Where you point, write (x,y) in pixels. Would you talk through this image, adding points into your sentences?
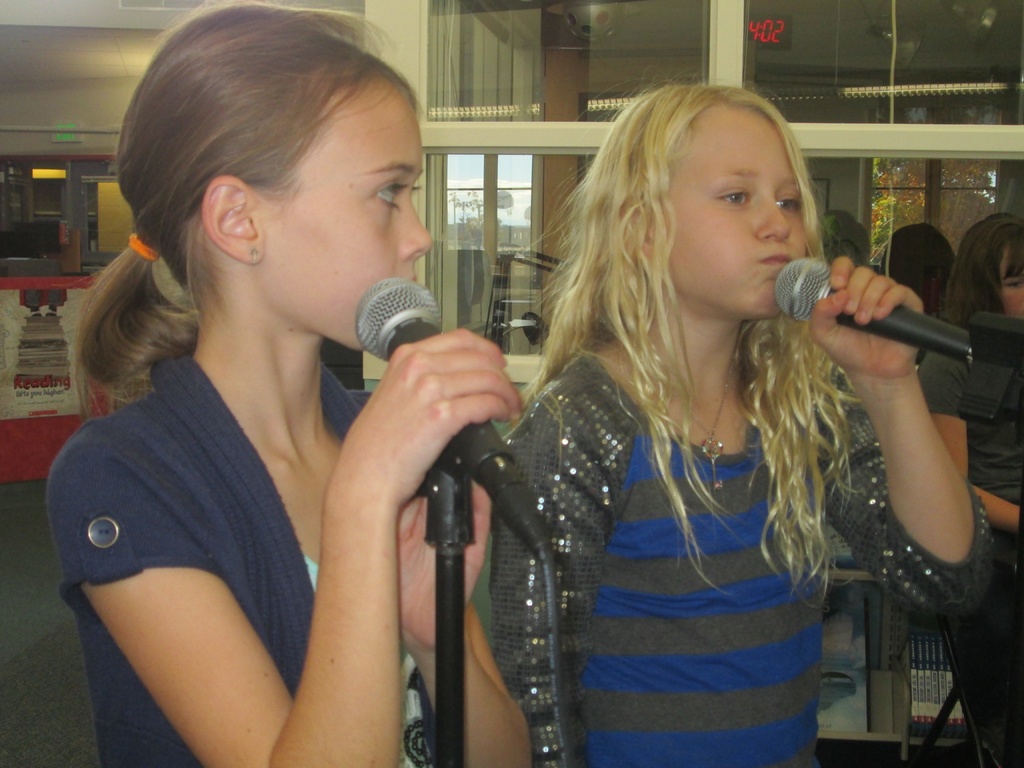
In this picture we can see two girls (900,474). They are holding a microphone (803,267) in their hands (848,270) and they are talking. We can observe a woman (980,478) on the right side (1012,272).
